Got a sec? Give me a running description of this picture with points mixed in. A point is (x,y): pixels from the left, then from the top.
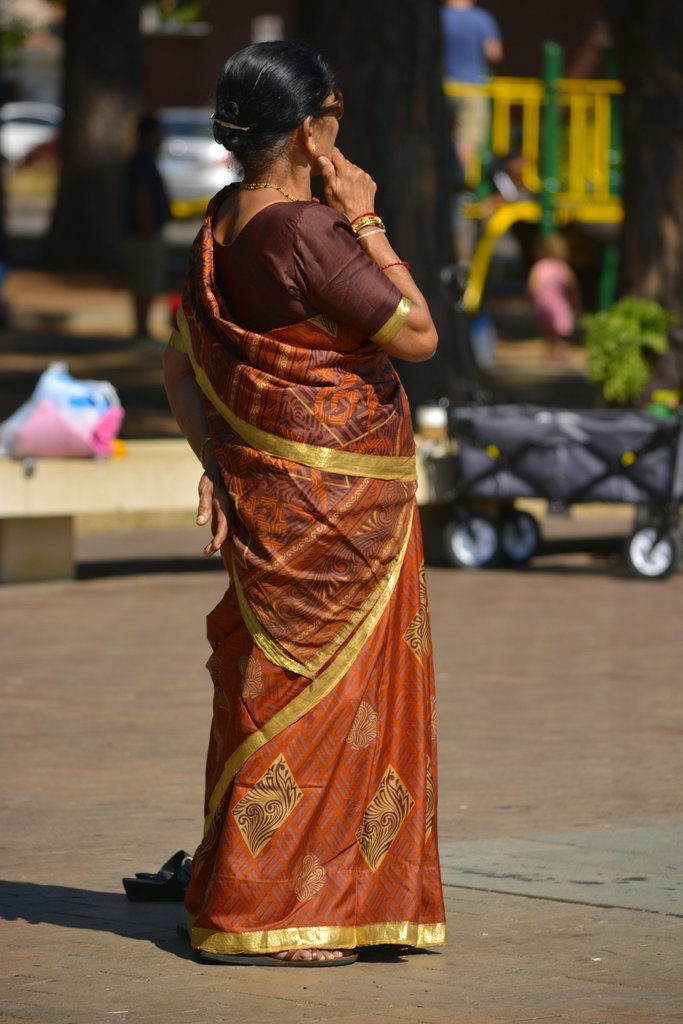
In the image we can see a woman (330,524) standing, she is wearing saree (304,494), bangles (381,220), neck chain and goggles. This is a footpath (599,685), plant (590,340), fence (578,153), vehicle (187,191) and the background (134,402) is blurred.
